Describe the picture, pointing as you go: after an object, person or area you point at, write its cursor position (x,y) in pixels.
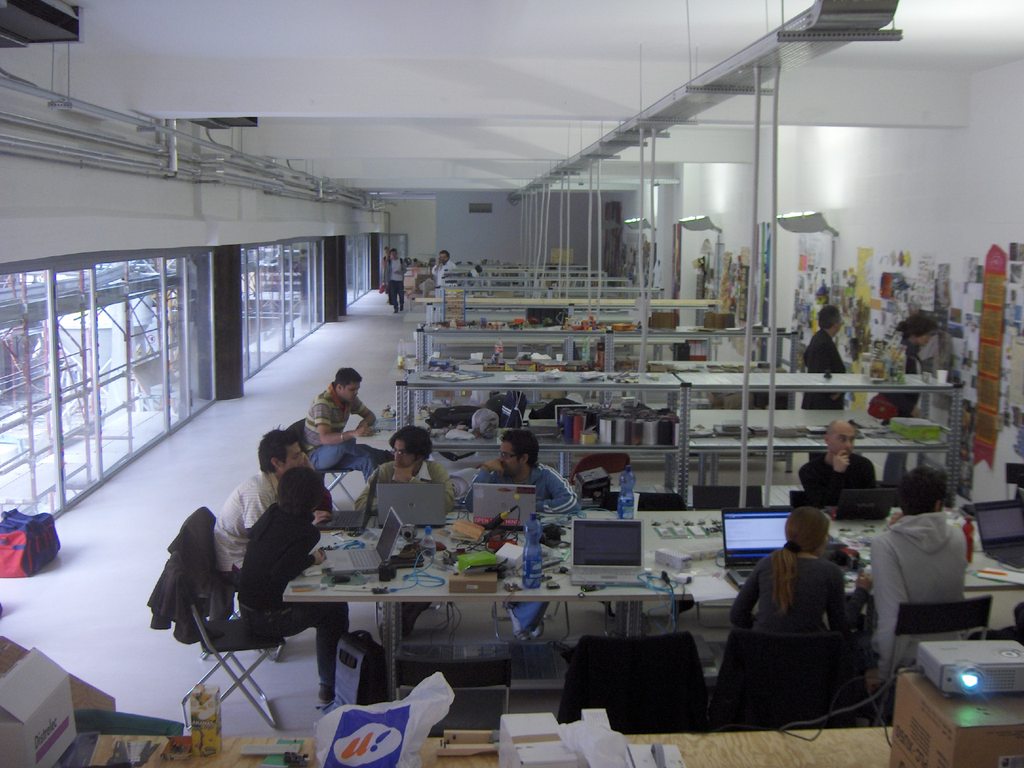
In this image we can see these people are sitting on the chairs (670,654) near the tables (845,536) where laptops (591,582), bottles (536,573), projector (943,683) and few more objects (384,731) are placed on it. Here we can see the ceiling lights (810,23), glass doors (10,362), a few people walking on the floor (358,318) and photos (860,310) posted on the wall (954,284).
